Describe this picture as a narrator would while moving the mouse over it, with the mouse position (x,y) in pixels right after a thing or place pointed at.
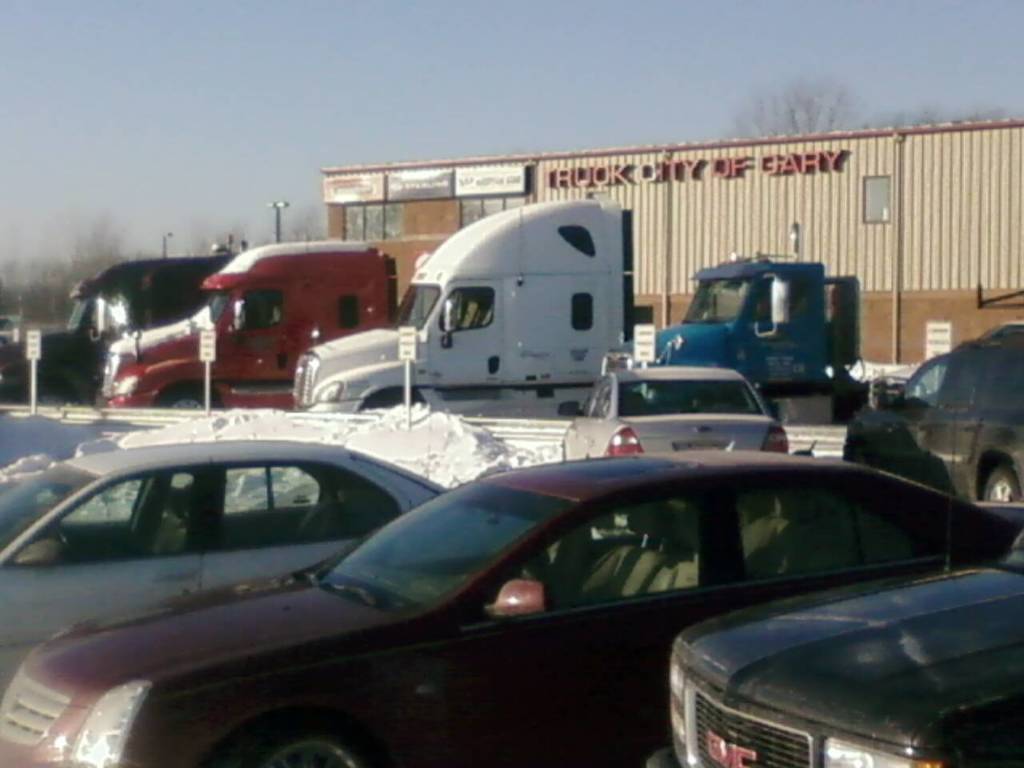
In this image we can see the vehicles (635,513) and boards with text (208,341) on the ground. In the background (691,192), we can see a shed (761,214) with text (574,175), trees (108,252) and sky (344,107).
